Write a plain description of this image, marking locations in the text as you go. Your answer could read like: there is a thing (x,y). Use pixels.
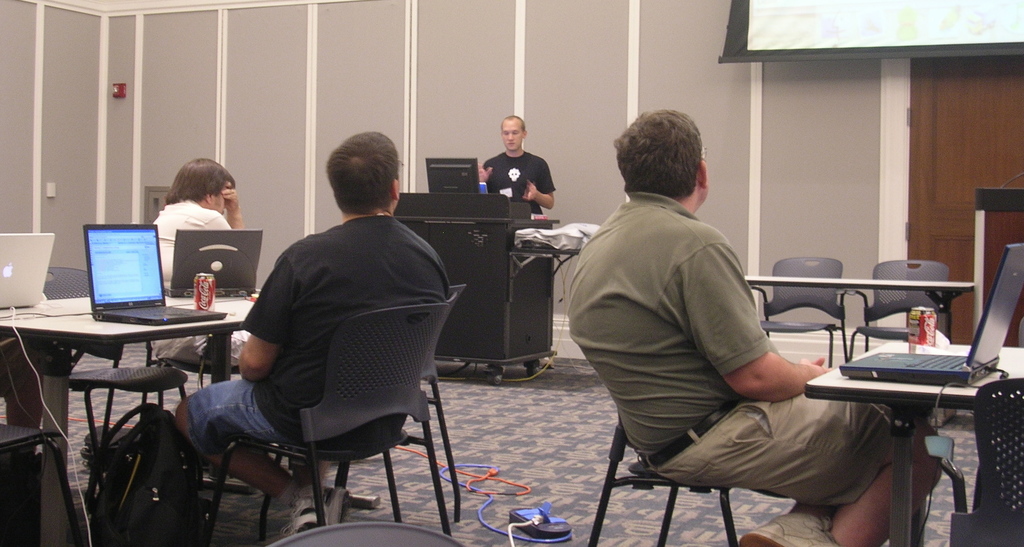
Three person (402,270) are sitting on chair (420,396). And there are many table (817,383). On the table (894,344) there are many laptops (895,356), can (912,321), wires (20,345). On the floor (565,378) there are bags (134,471), sockets (516,516), extension board (511,512). In the background (498,182) there is a person (532,173) standing. In front of him there is a table (460,229). On the table (475,229) there is a laptop (464,179). In the background (377,83) there is a wall (730,121), screen (824,43) and a door (957,128).
